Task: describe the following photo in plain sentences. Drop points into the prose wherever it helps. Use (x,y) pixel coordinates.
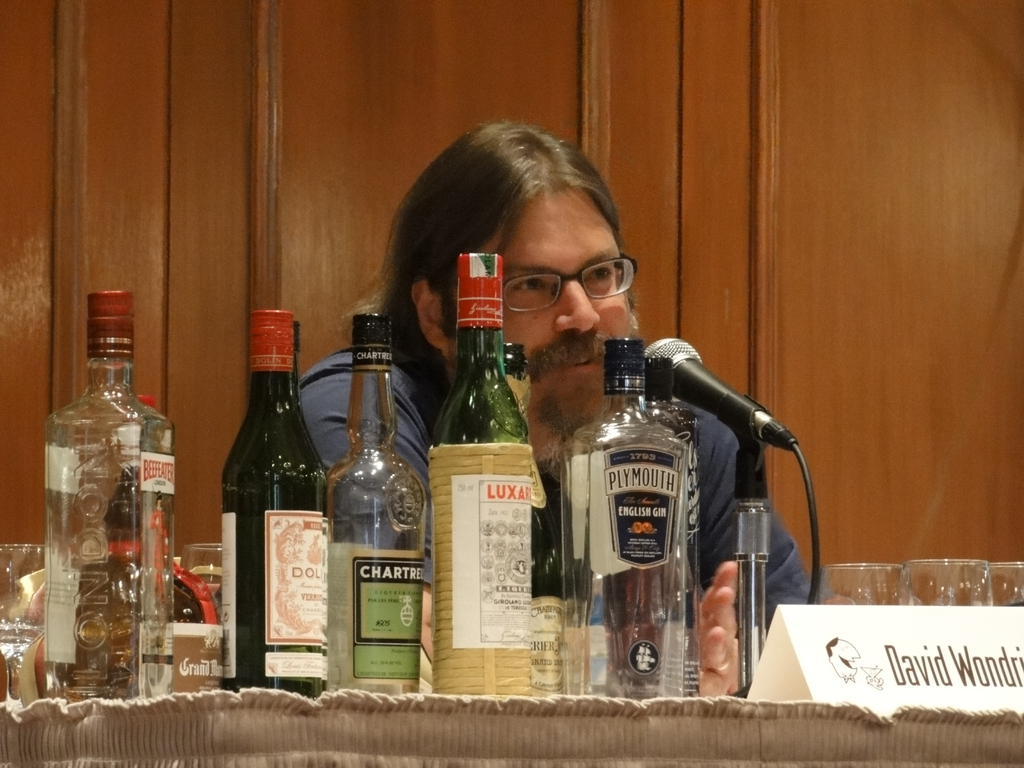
There is a person (561,278) who is sitting over here wearing specs (626,286) speaking about something else, there is a microphone (706,387) in front of him at right side of the image (893,576) there are three water glasses (962,574) and at the bottom right (975,697) this is his name card (802,647) and at the left side of the image (66,516) these are all wine bottles (354,505) and at back (131,154) side it is a brown colour wooden wall (719,72).
